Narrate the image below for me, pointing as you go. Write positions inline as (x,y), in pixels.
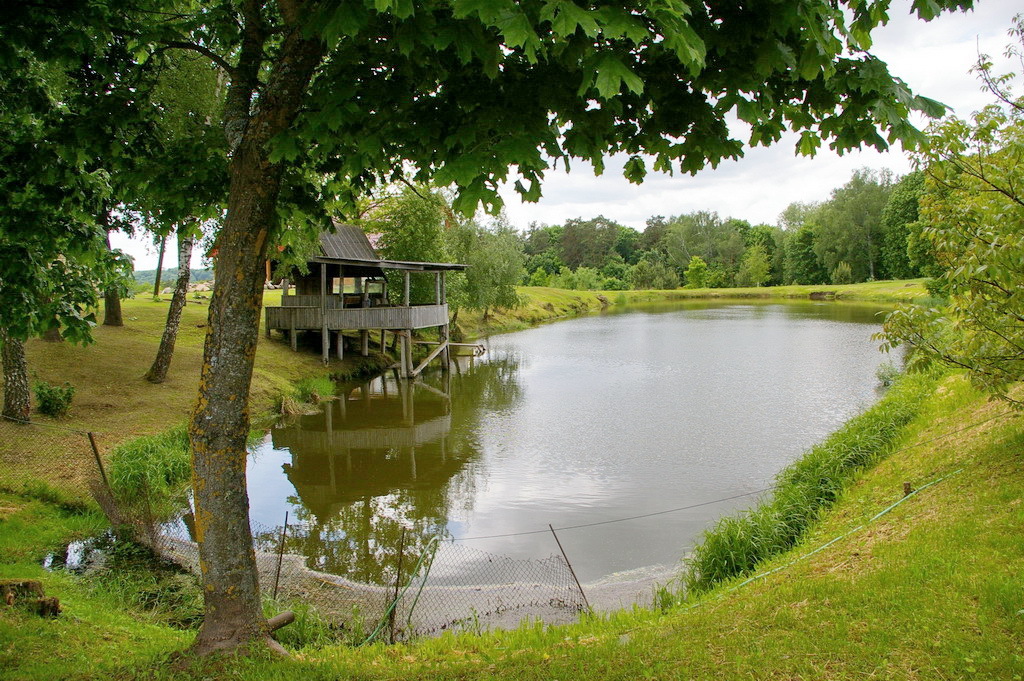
In the picture I can see the grass (210,671), the water (612,455) and fence (285,585). In the background (442,355) I can see a wooden house (385,316), trees (527,275) and the sky (659,207).
